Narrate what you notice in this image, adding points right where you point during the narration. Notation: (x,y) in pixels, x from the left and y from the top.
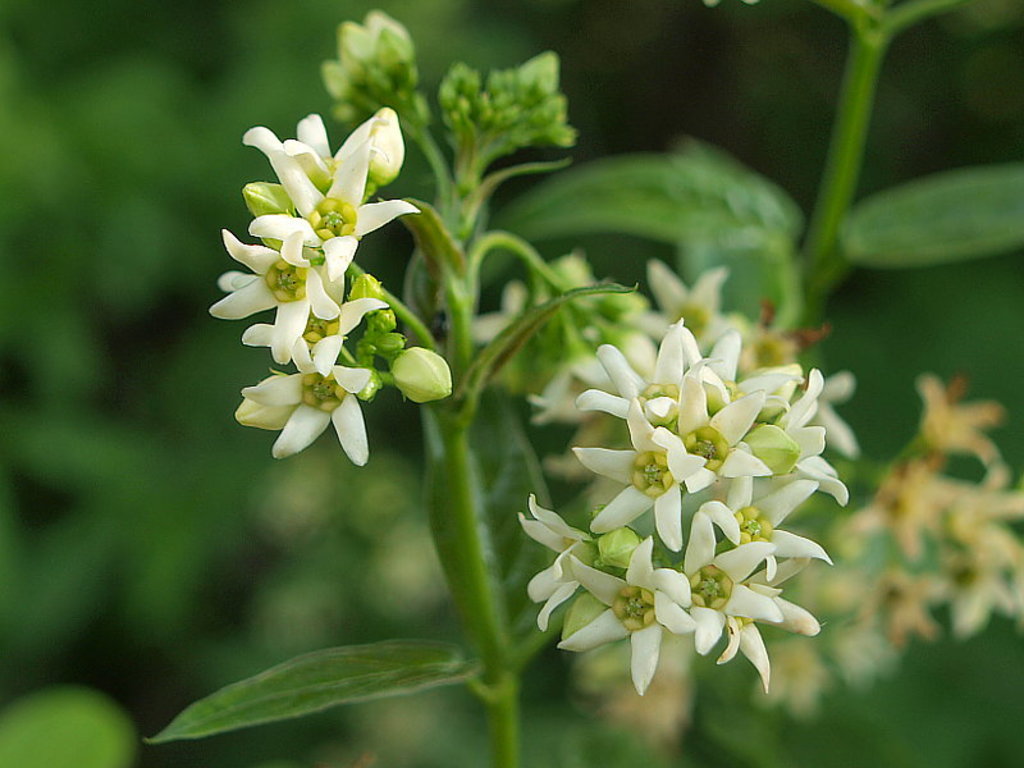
In the center of the image (612,505) there is a plant (520,491) with flowers (341,300). The background of the image (130,59) is blur.
